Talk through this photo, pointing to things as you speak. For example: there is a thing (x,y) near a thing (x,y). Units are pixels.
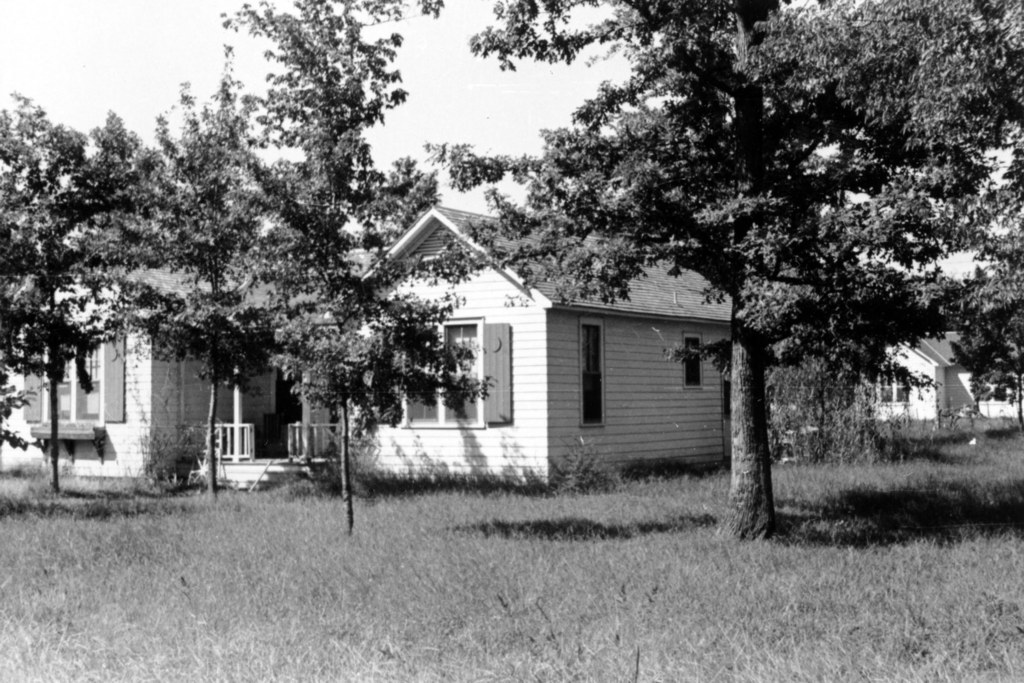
In this image I can see many trees (413,395) and the grass (443,572). To the side of trees (466,371) I can see the houses (542,288). In the back (419,59) there is a sky (81,44) and this is a black and white image.
